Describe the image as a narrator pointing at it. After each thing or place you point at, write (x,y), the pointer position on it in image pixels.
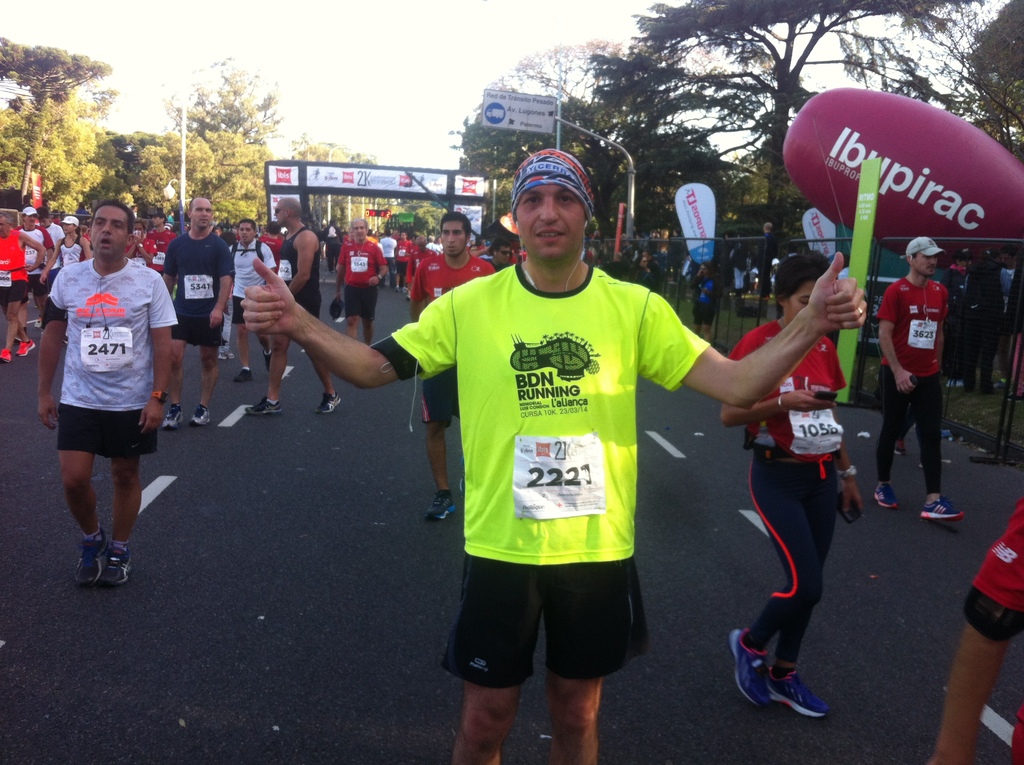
In the foreground of the image (515,211) there is a person (526,201) standing. In the background of the image (116,245) there are people (372,279) walking on the road (291,491). There are trees (44,150). To the right side of the image (971,239) there is a fencing (652,271).
